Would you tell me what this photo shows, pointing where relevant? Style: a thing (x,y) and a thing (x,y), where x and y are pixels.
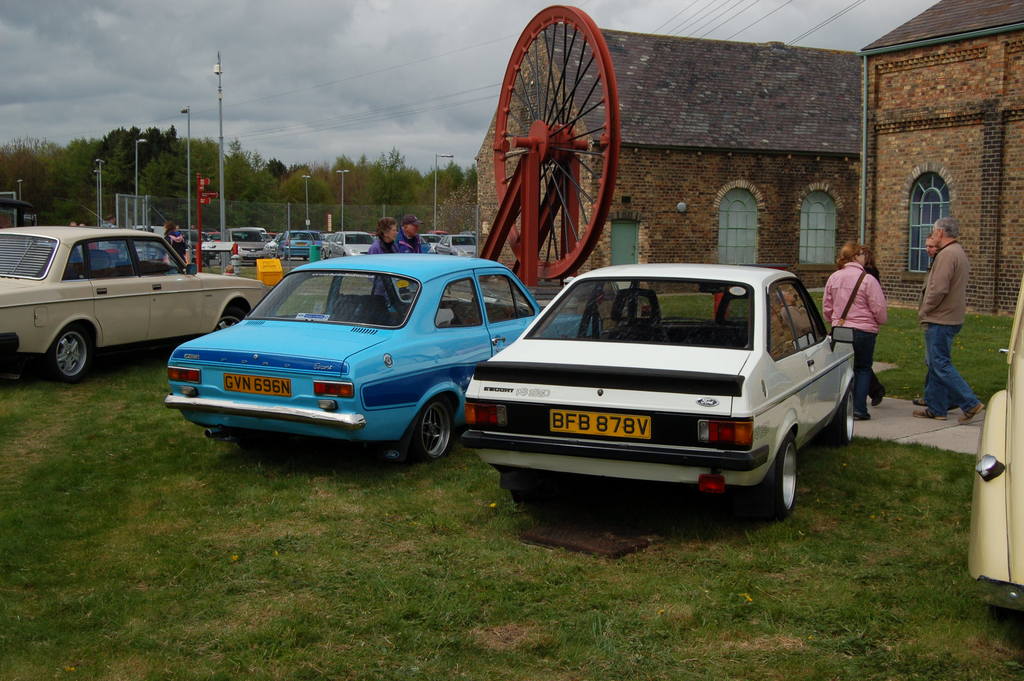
In this picture I can see there are cars (329,345) parked here on the grass (386,557) and there are few people (934,358) walking on the walk way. There are trees (235,185), poles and fence (272,214) and the sky (177,95) is cloudy.
